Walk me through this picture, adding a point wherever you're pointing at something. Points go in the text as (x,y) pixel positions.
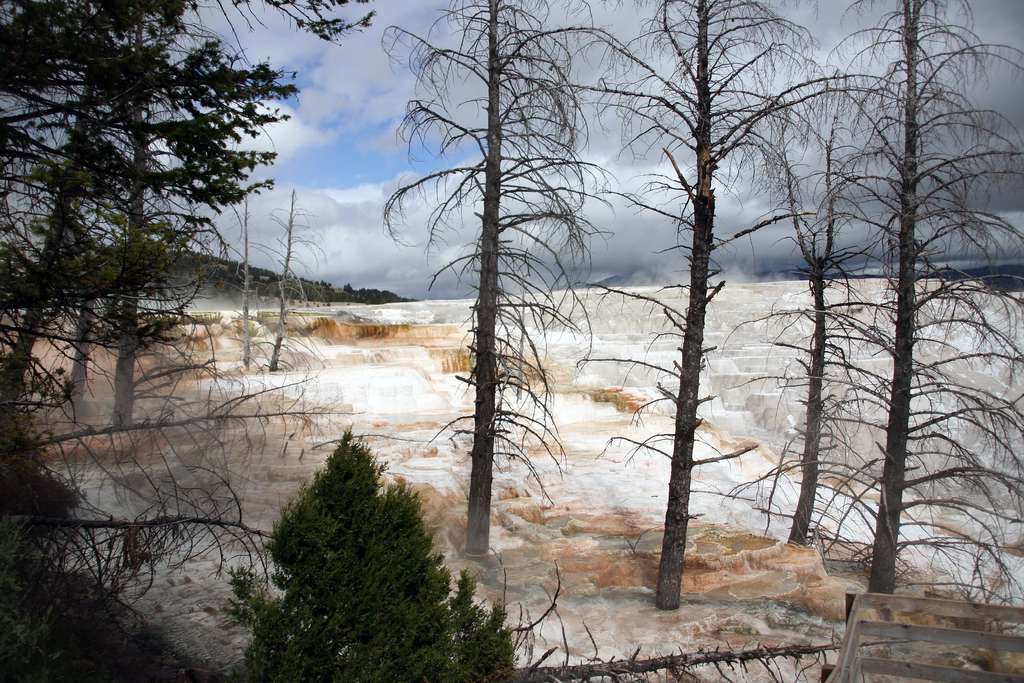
In this image the land (561,561) is covered with white mineral deposits (445,449) and there are trees (479,475), in the background (355,271) is a mountain (216,282) and the sky (462,70).
